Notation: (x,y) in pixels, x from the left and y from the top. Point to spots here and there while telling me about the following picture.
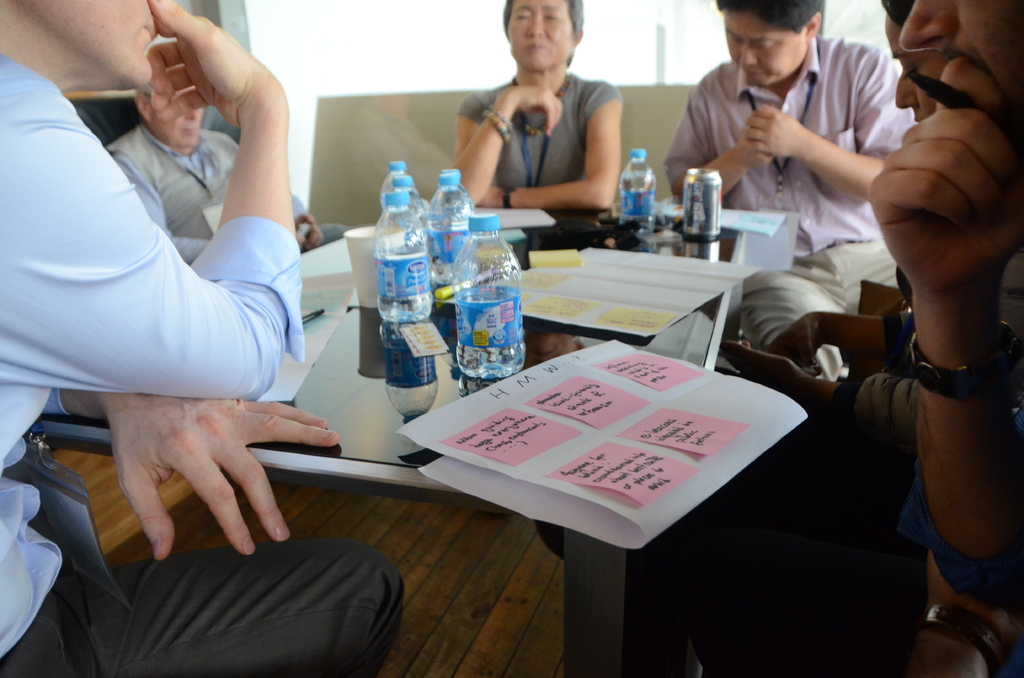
This picture shows a group of people (286,292) seated and we see some water bottles (402,251) and cups (360,250) some papers (591,369) on the table (710,260).
